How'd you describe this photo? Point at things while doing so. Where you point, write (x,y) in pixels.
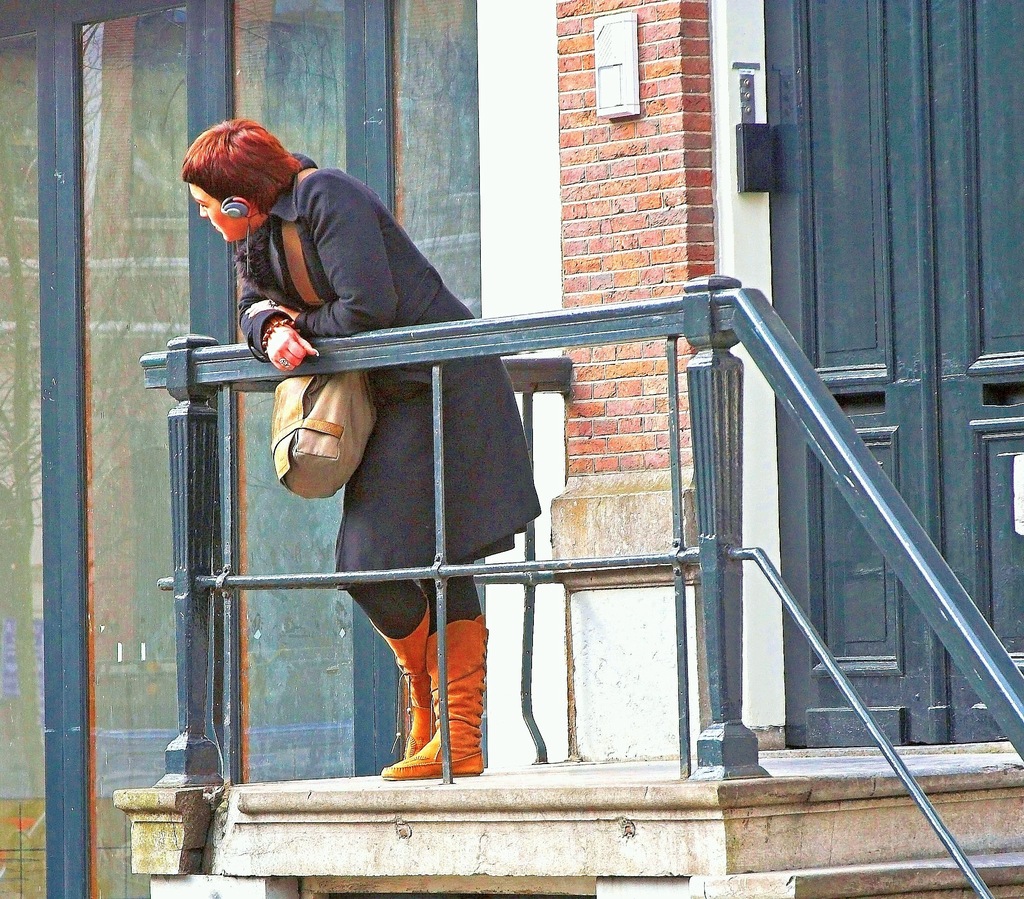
In this picture I can see the railing (1021,741) in front (433,342) and I can see a woman (318,258) who is standing behind it and I see that she is carrying a bag (346,426). On the right side of this picture (836,387) I can see the doors (818,354) and on the left side of this picture (183,159) I can see the windows (453,219).
